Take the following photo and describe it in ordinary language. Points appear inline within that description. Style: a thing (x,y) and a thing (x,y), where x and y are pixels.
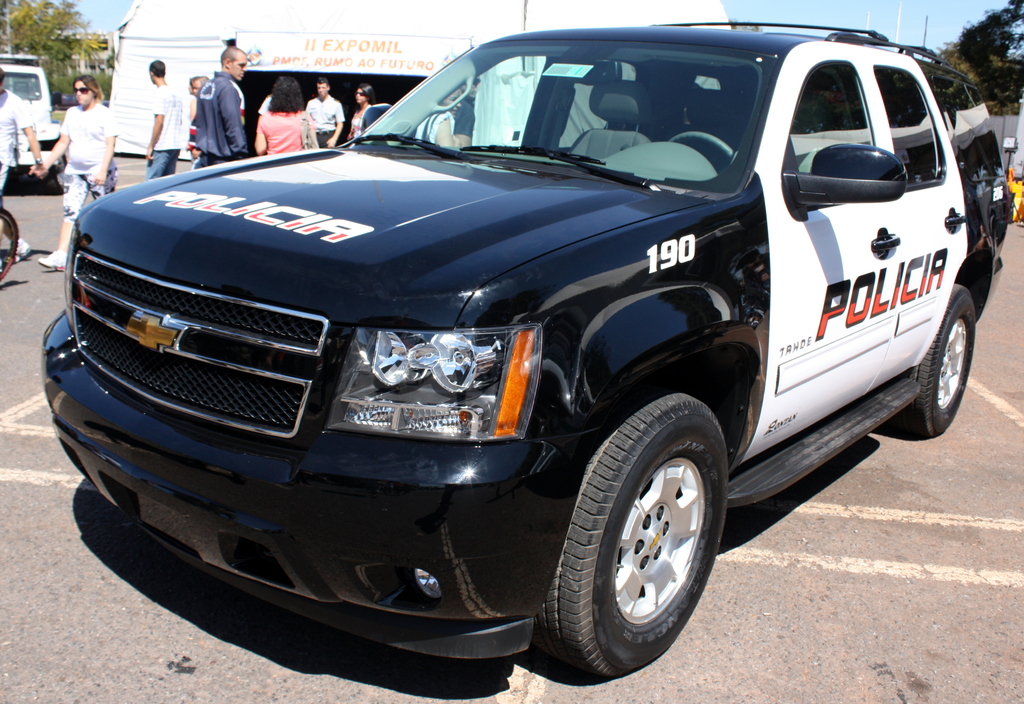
This picture shows a police car (244,189) and we see few of them walking and few are standing and we see a tent (617,15) and few trees (66,69) and a blue sky (903,15) and we see a vehicle (57,120) parked on the side.
